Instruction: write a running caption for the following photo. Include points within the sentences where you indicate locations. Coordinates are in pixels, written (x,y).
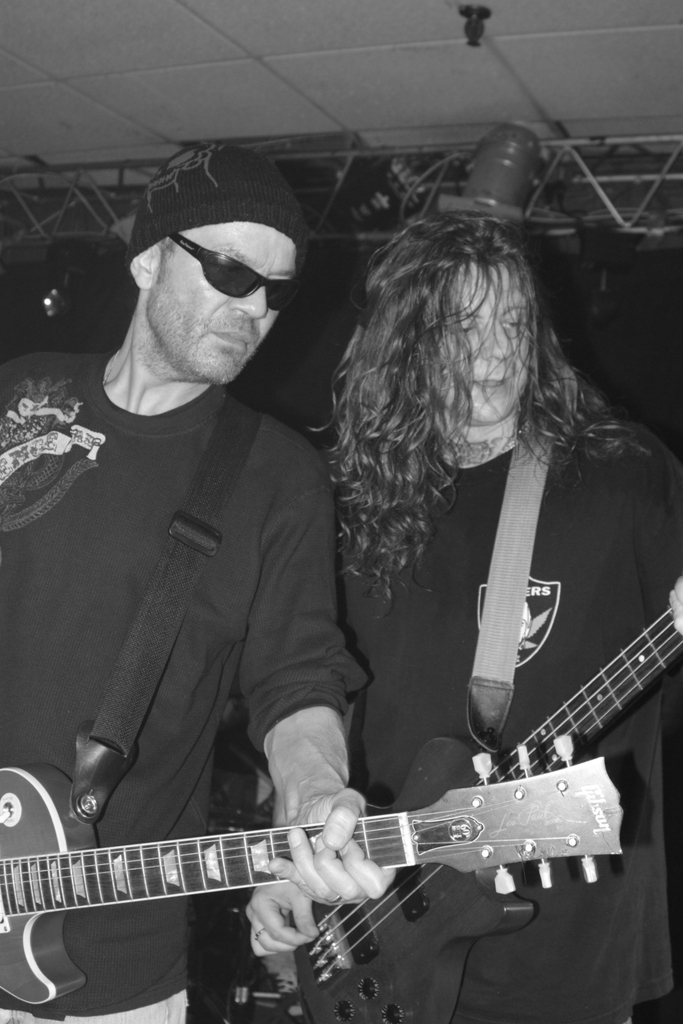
In this picture on the foreground (136,497) there are two men (405,549) standing holding guitars (519,770). In the background (632,228) there is a ceiling frame (66,204) of this stage (474,150).
